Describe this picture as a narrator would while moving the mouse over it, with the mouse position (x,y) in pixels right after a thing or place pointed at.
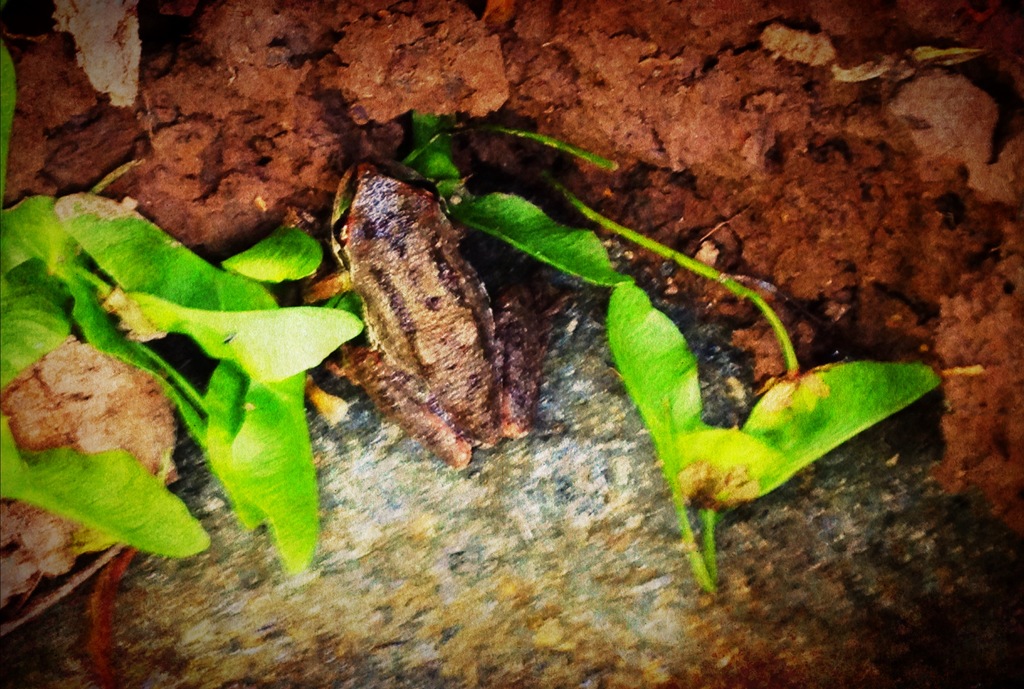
In this image I can see few green colour leaves (802,457) and here I can see a brown colour frog (450,302).
